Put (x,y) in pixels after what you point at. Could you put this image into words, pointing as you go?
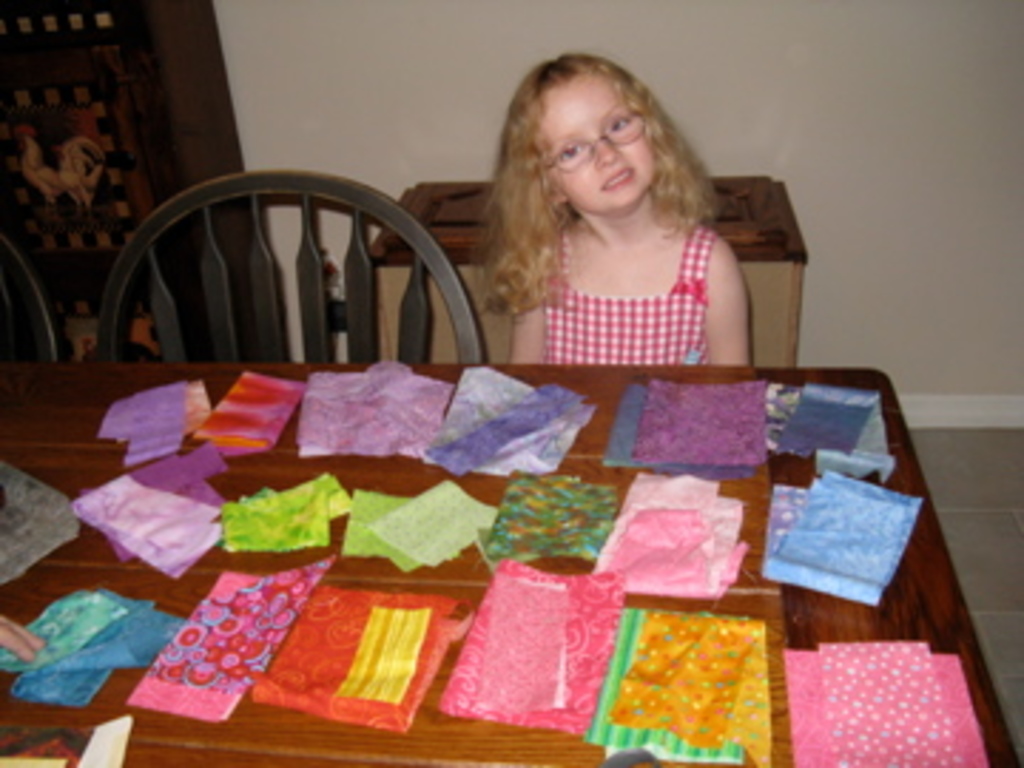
In the image we can see a girl (523,223), chair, table (611,418) and cloth pieces (171,538).
